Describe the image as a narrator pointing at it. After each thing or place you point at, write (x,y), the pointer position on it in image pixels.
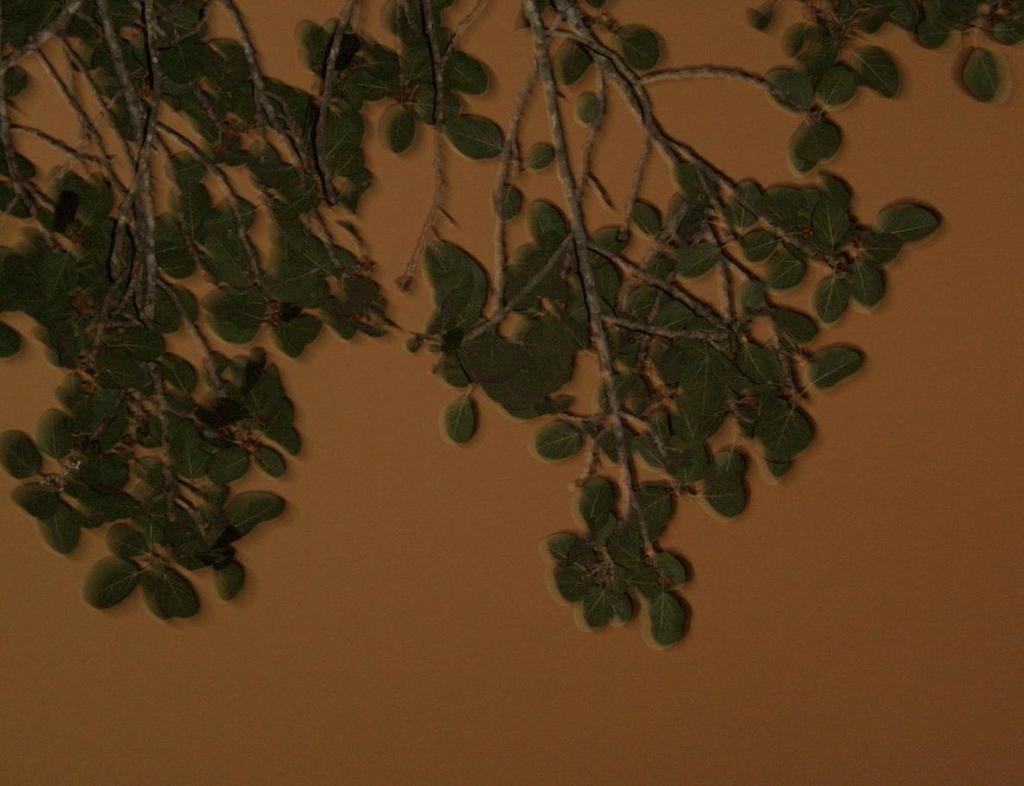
In this picture we can see branches (789,356) with leaves (365,330) and in the background (609,657) we can see the wall (951,460).
